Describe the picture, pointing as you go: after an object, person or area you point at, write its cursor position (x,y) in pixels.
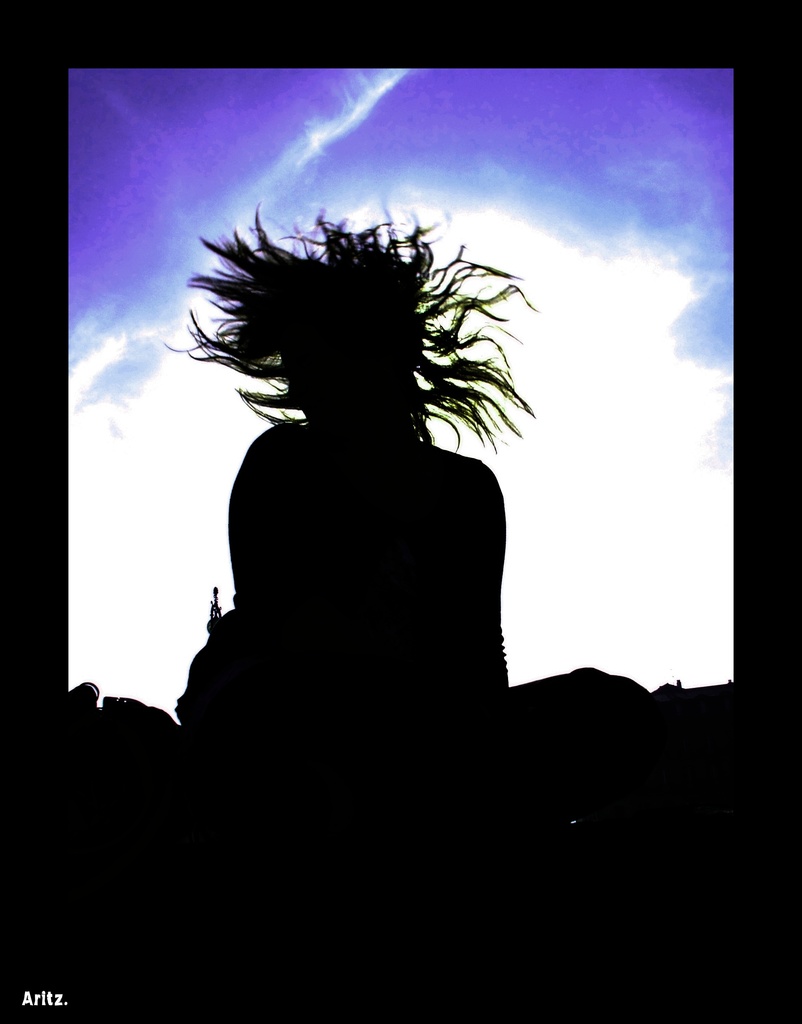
This is an edited image, in this picture we can see a person (288,653). In the background of the image (269,146) it is colorful.
